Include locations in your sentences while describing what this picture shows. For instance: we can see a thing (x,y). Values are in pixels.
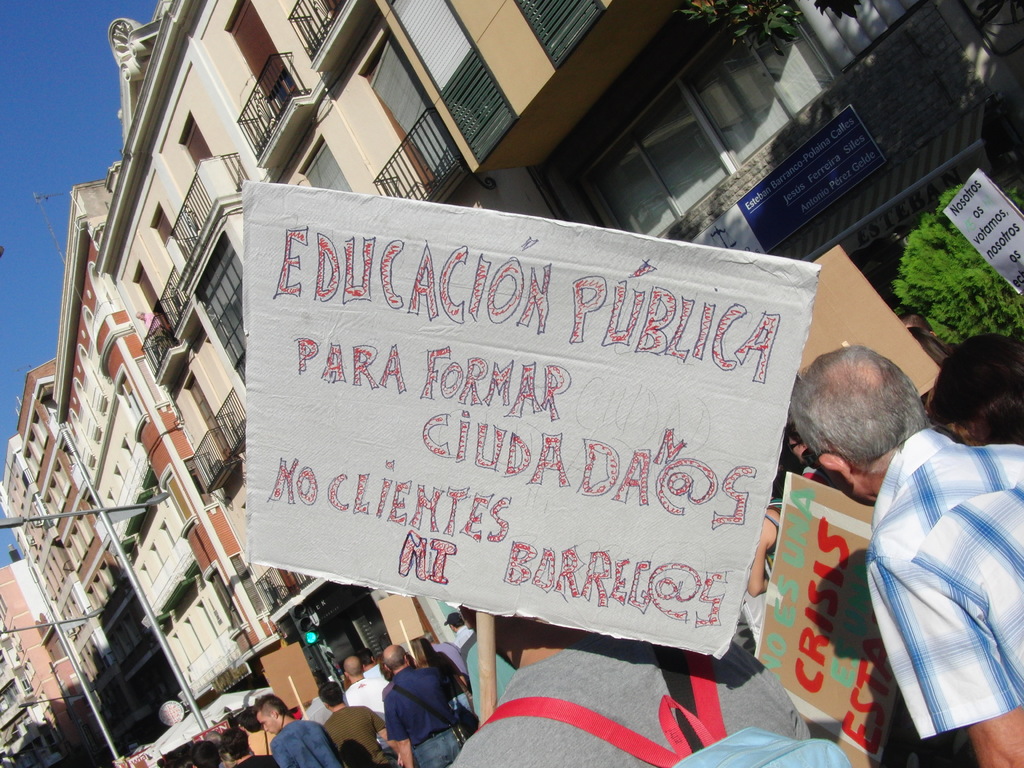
At the bottom of the image (576,650) I can see few people (324,709) holding boards (718,522) in their hands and walking on the road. On the boards (533,537) I can see some text (394,377). In the background (691,86) there are some buildings (144,394) and poles (62,513). At the top (106,17), I can see the sky (38,143).
